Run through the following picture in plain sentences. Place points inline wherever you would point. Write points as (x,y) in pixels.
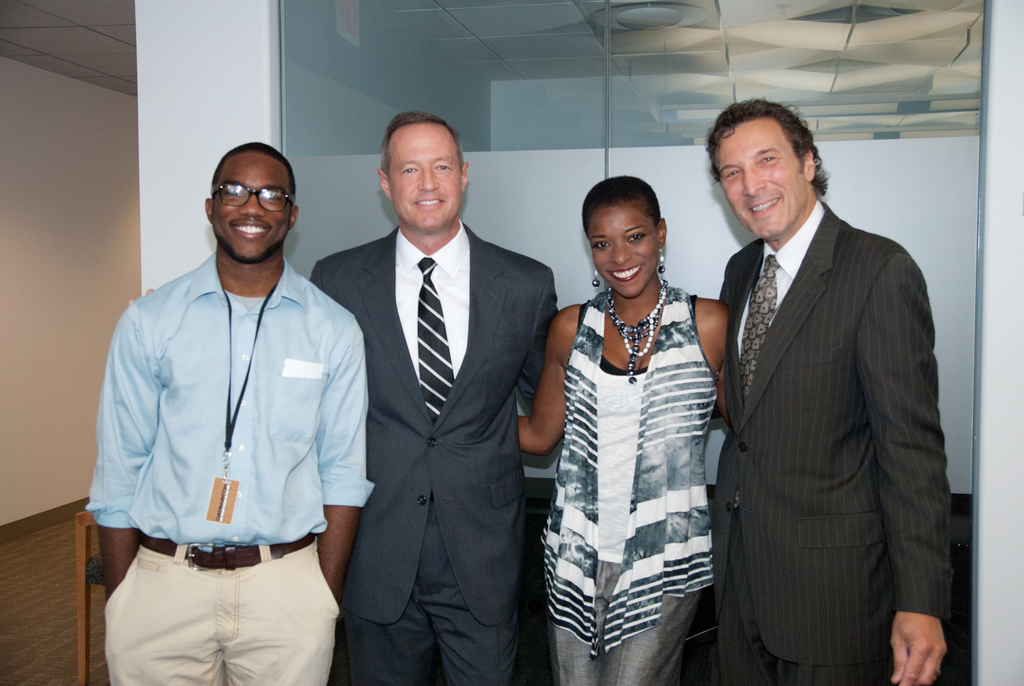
In this picture we can see 4 people (440,588) standing in front of a glass wall (721,86) and smiling at someone.
